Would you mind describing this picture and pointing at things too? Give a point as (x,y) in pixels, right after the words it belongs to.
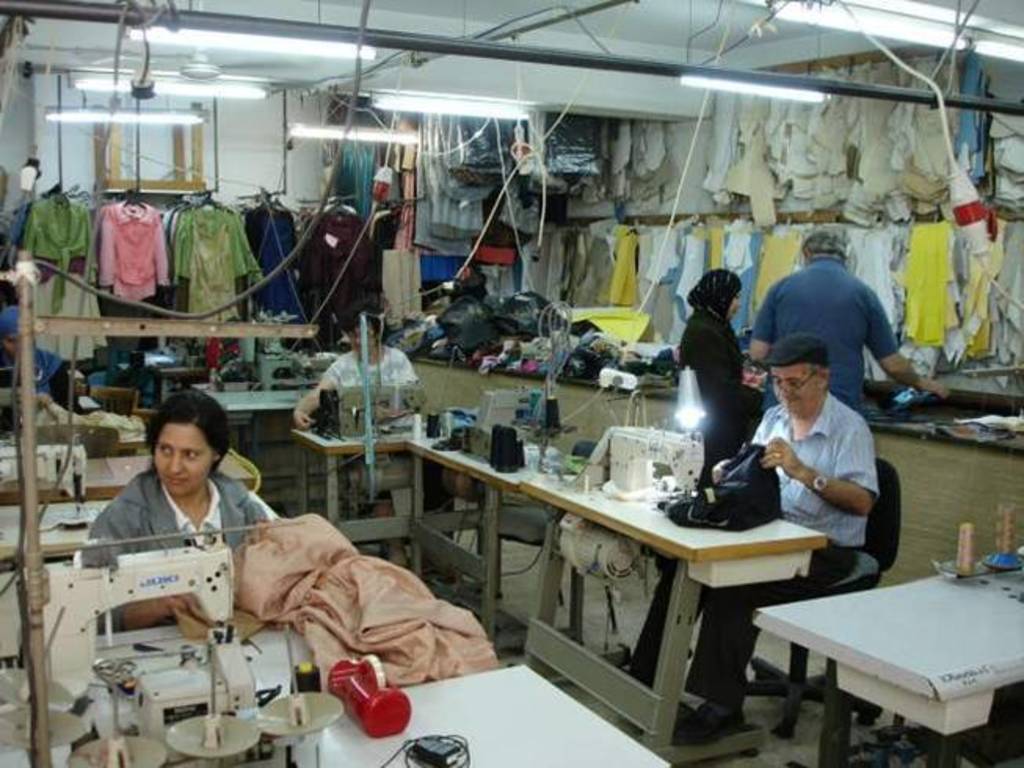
This picture is taken in a shop (677,566), There are some machines (188,713) which are in white color, There are some clothes (912,225) hanging and in the top (237,68) there are some lights (221,92) and there is a white color roof (412,78).
